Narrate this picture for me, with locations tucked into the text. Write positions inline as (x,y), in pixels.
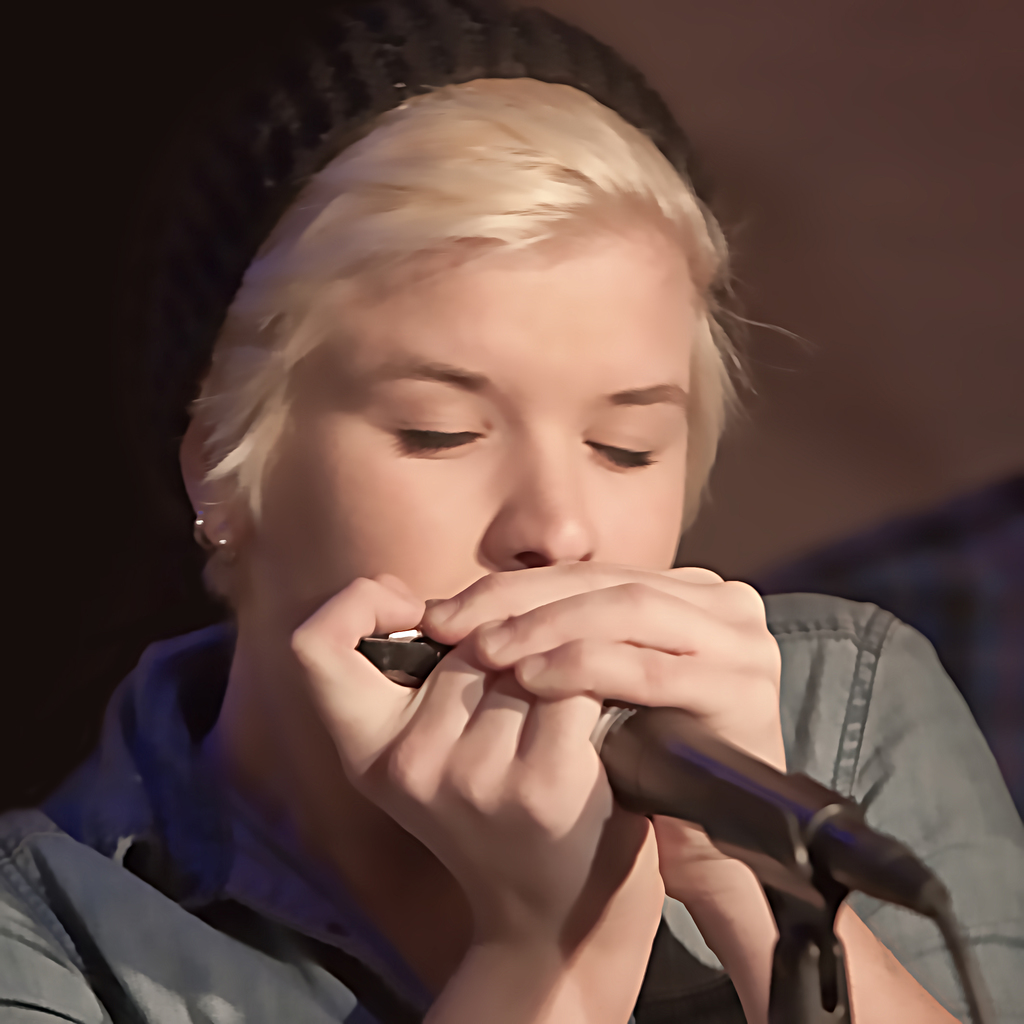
In this picture we can observe a woman (500,609) wearing a black color cap (381,109) on her head (375,273). She is holding a harmonica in her hand (448,703). She is wearing a grey color shirt (821,711). In the background (885,405) it is completely blur.
